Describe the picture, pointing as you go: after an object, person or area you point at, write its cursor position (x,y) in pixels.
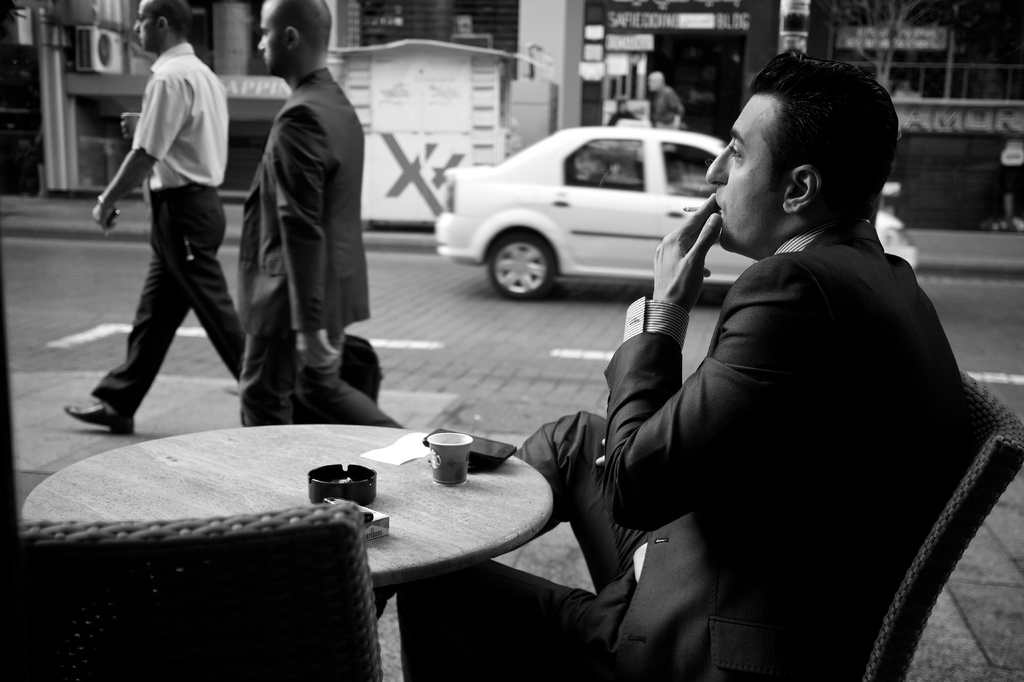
The image is taken on the streets (460,324). On the left (324,449) there is a table (306,450). There are chairs (945,580). On the right (906,436) there is a man (683,551) sitting on a chair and smoking. There are two people (329,414) walking on the streets (152,394). In the background (480,198) there is a building (597,91), a tree (894,24) and a car (681,171).
